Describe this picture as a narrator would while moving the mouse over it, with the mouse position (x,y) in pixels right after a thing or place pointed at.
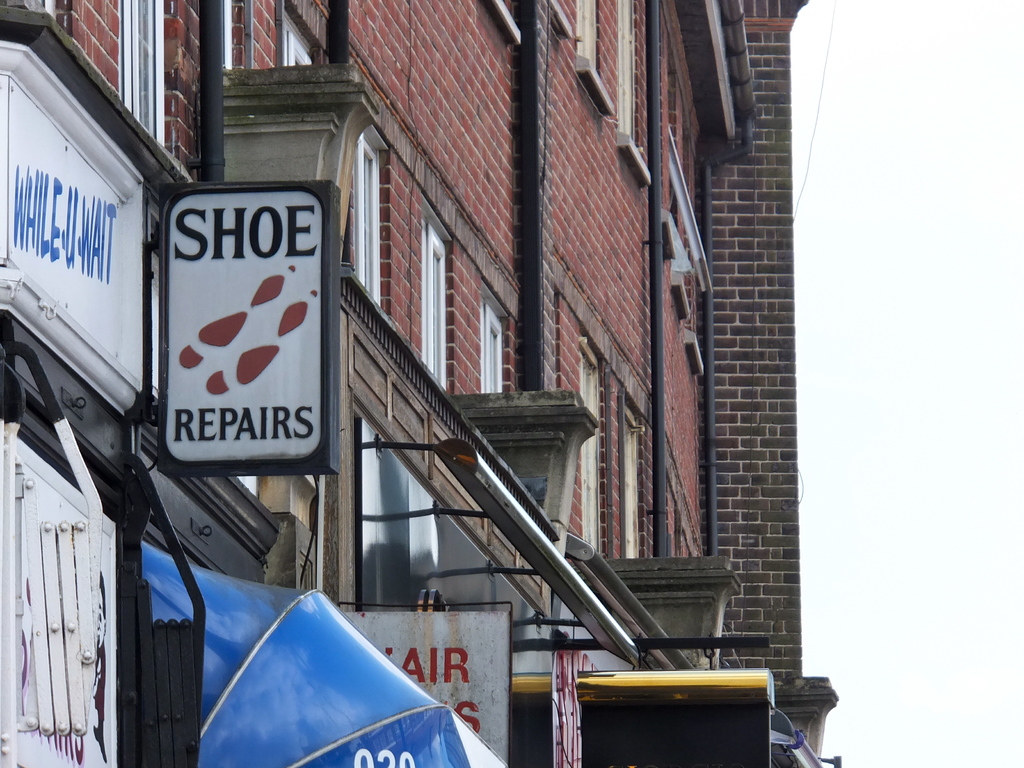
In the image I can see a building (433,39) to which there are some windows (629,121) and some boards (253,364) on which there is some text (283,406).
